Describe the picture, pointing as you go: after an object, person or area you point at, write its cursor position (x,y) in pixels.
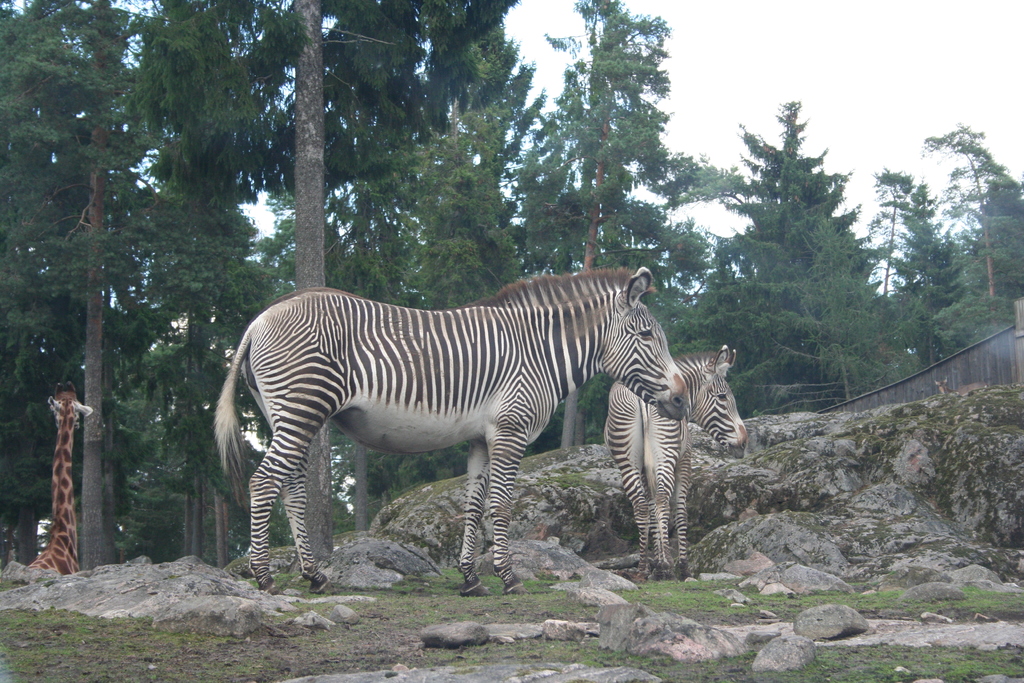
In this picture I can see an open ground (299,603), on which there is grass (63,626) and few rocks (559,529) and I can also see 2 zebras (501,468) and a giraffe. In the background (323,250) I can see the trees (521,260) and the sky (727,159).
